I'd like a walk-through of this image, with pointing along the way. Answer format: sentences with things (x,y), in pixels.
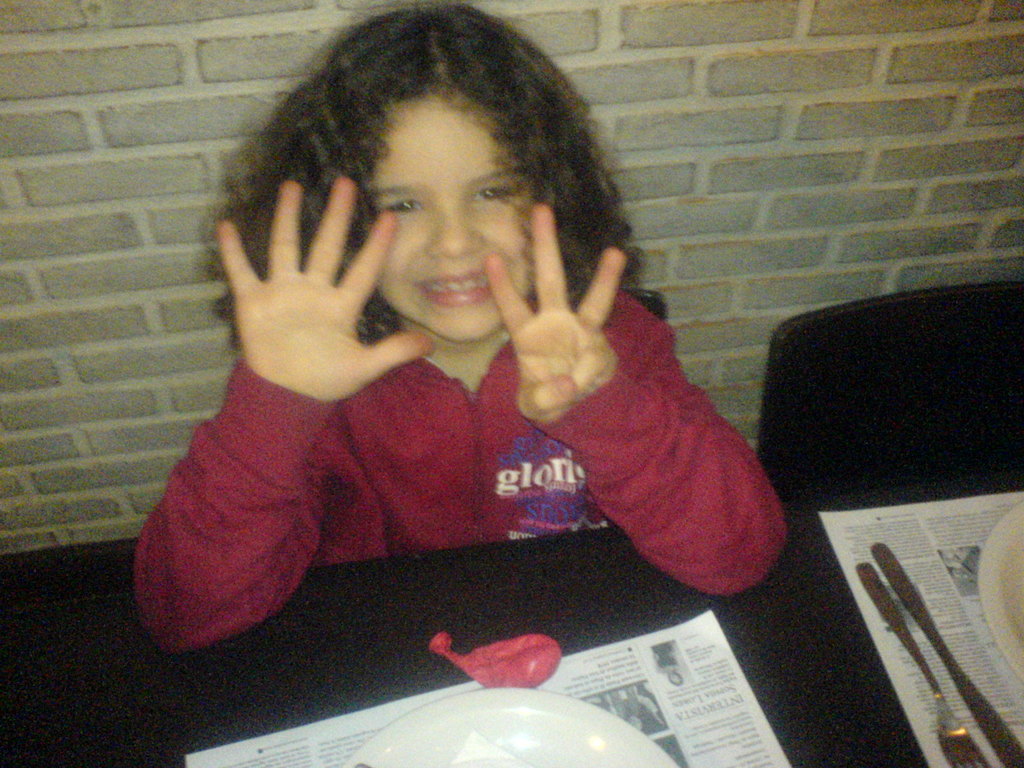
In this image I see a girl (312,403) who is wearing red top (469,438) and I see that she is sitting on a chair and I see that she is smiling and I see a table (412,602) in front of her on which there are white plates (394,758), a fork (961,753), a knife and 2 papers (881,582) below the plates (537,745) and I see an empty chair (829,318).
